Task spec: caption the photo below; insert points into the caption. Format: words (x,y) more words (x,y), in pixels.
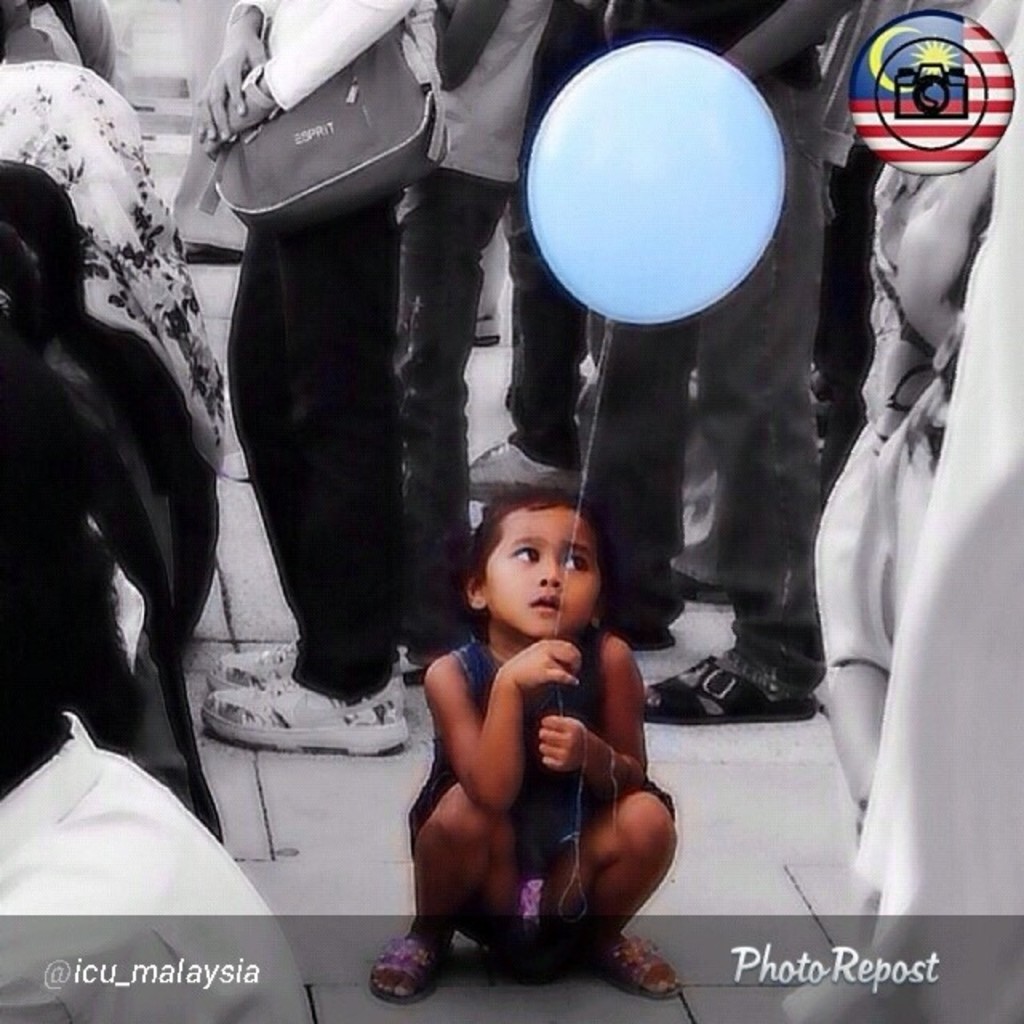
In this image we can see a girl (560,664) sitting and holding a balloon (668,296). In the background (674,331) there are people (95,542) standing. At the bottom (211,968) there is text (209,976).
